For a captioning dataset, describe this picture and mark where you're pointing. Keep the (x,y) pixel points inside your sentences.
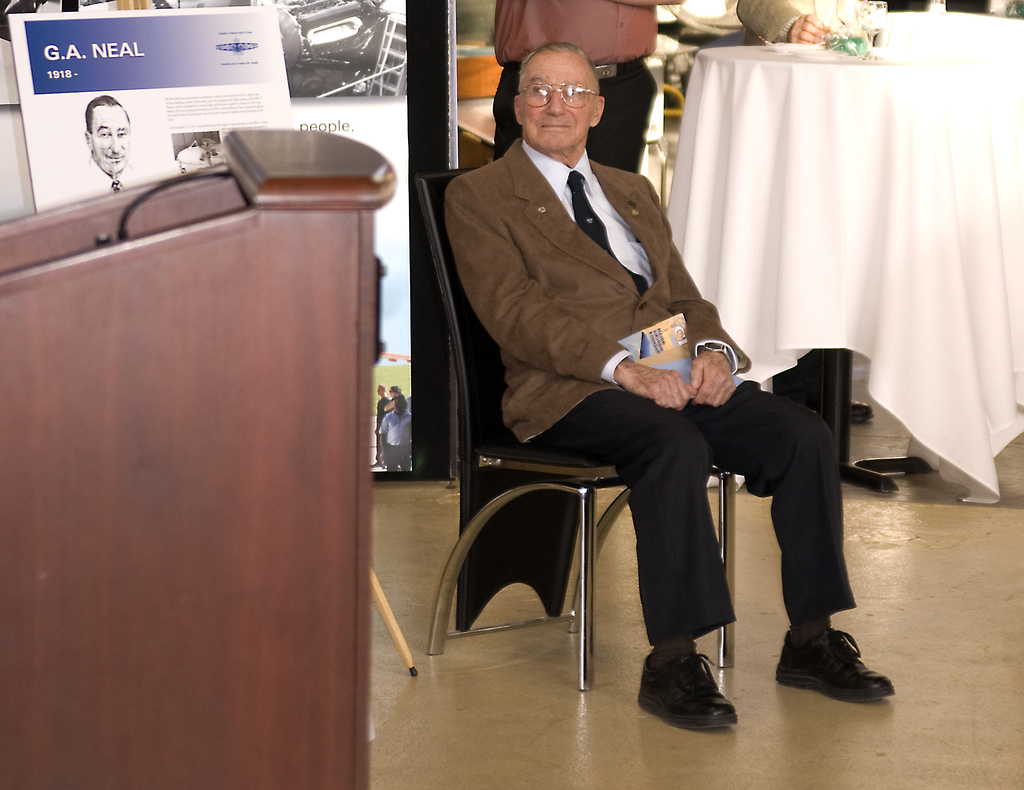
In this picture there is a man (571,313) sitting and holding the book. At the back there is a person (567,6) standing and there is a person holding the glass (855,42) and there are glasses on the table (850,282). On the left side of the image (231,40) there is a microphone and there are boards (226,95) and there is text (249,93) on the boards (374,94) and there are pictures (105,118) of people (119,130) on the boards (238,106). At the bottom (746,721) there is a floor (768,718).
